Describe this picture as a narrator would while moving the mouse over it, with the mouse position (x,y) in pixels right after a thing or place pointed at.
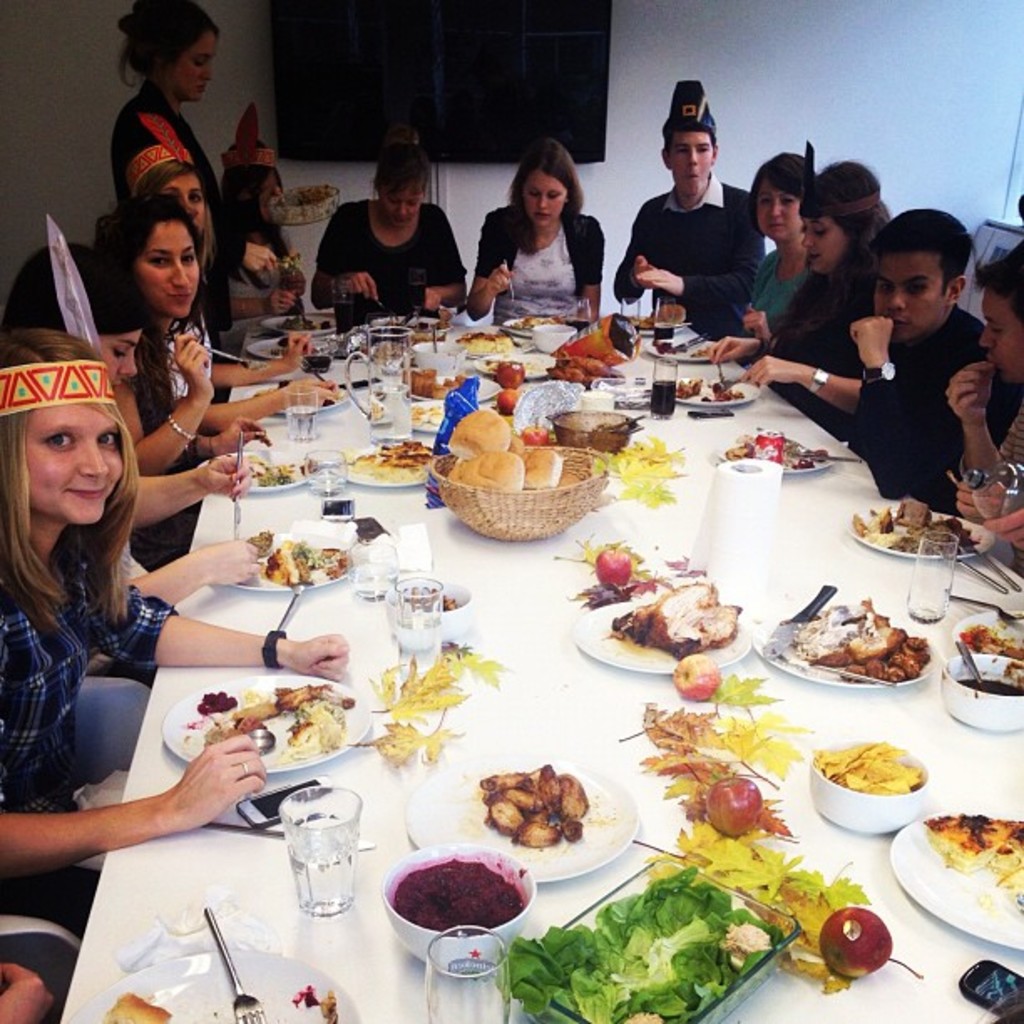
On the background (702,58) we can see a wall (634,58) and a screen (509,65). here we can see all the persons (578,228) sitting on the chairs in front of a dining table (547,631). On the table (532,636) we can see lot many dishes (530,964), glasses (426,961), forks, fruits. Here we can see one woman (183,15) is standing.
